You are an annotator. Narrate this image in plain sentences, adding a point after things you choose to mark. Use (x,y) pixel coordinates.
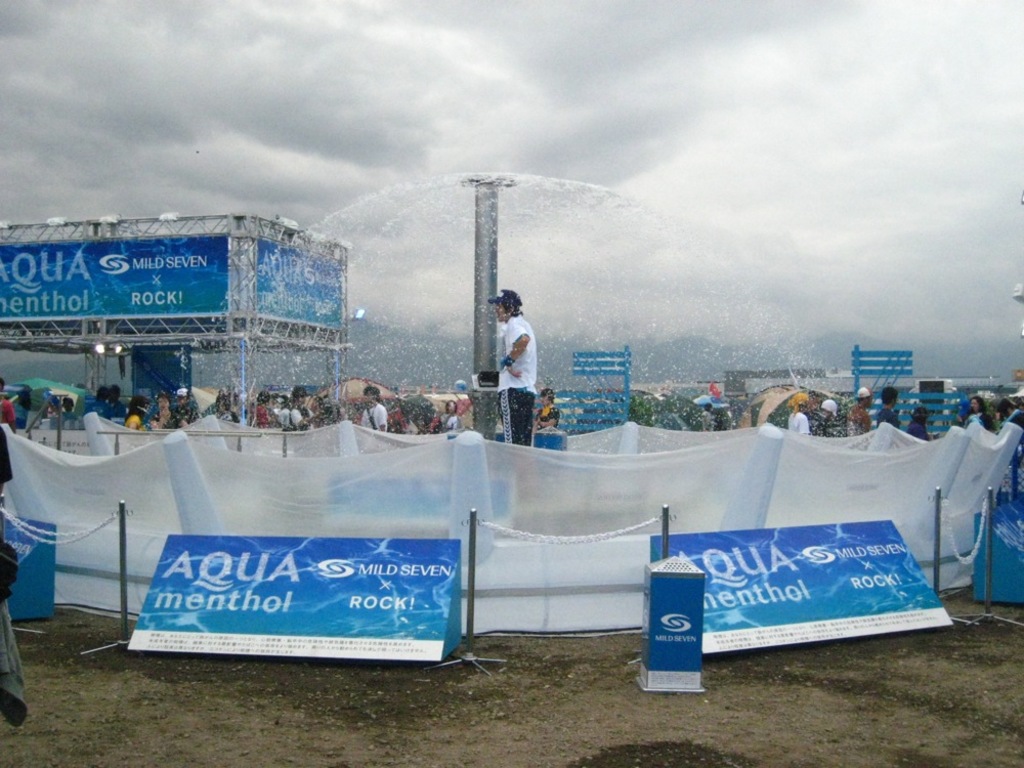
In the picture we can see a man (506,438) standing near the pole (492,422) of the fountain (466,326) with water (548,218) and around it we can see a railing (963,559) with net (433,450) to it and some advertisement boards (435,629) with a name Aqua menthol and in the background (244,405), we can see some people (261,410) are standing on the path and we can see some shed (228,312) and behind it we can see a sky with clouds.
